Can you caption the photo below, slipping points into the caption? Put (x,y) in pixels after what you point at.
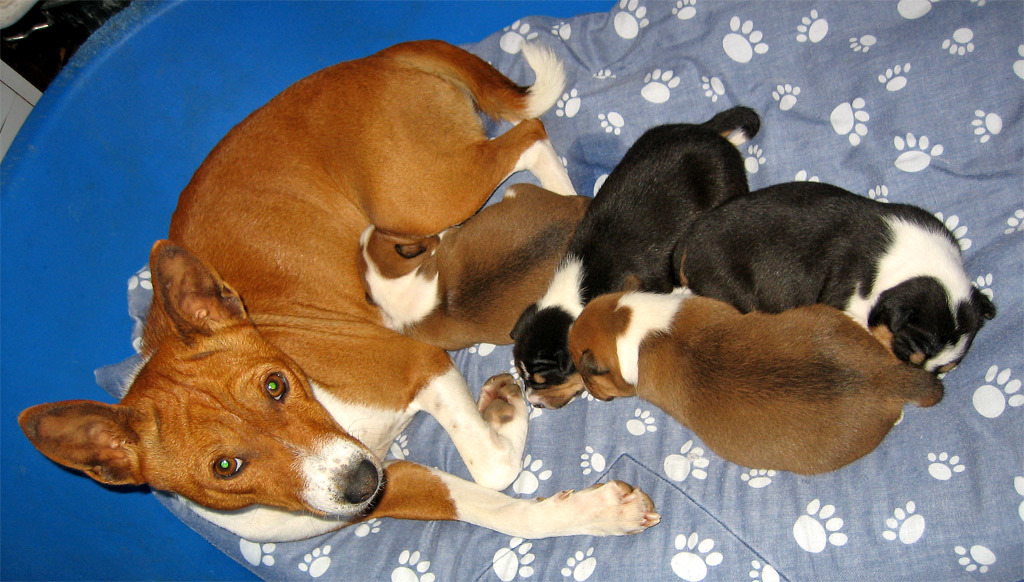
In this image, we can see a dog (261,315) and there are some puppies (587,318).
